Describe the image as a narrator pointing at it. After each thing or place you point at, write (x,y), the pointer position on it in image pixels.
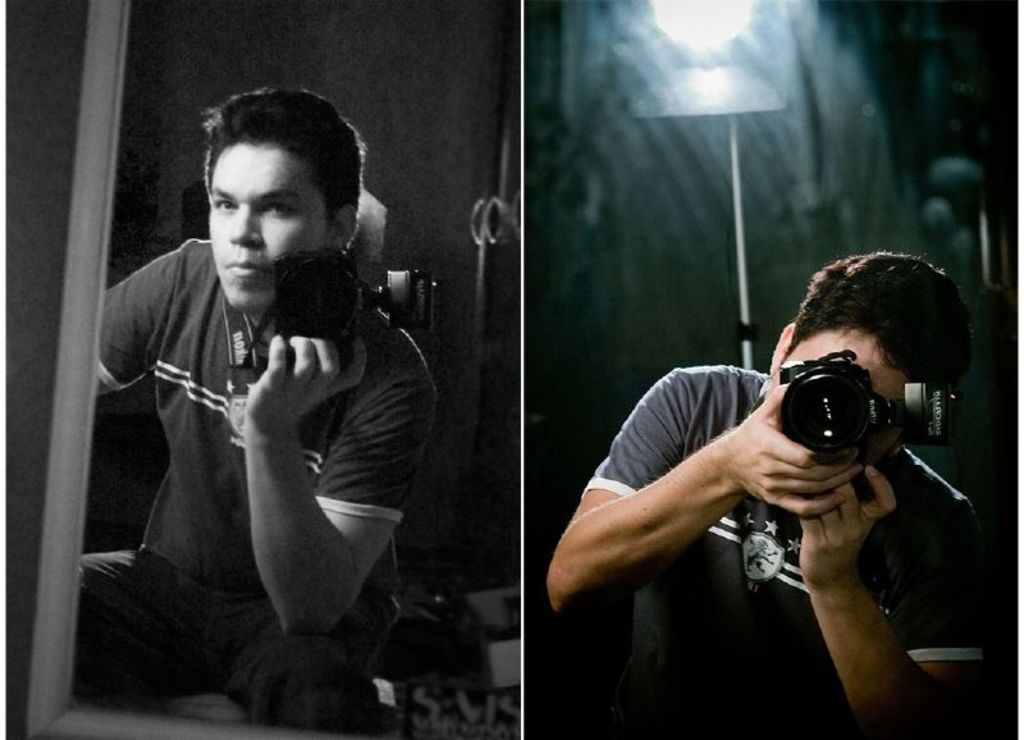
In this image i can see a photo (288,322) of a person (257,223) and right side (811,480) i can see a person (828,474) taking a picture on the camera (820,428), and there is light (689,30) visible on the right side (683,36) corner.
